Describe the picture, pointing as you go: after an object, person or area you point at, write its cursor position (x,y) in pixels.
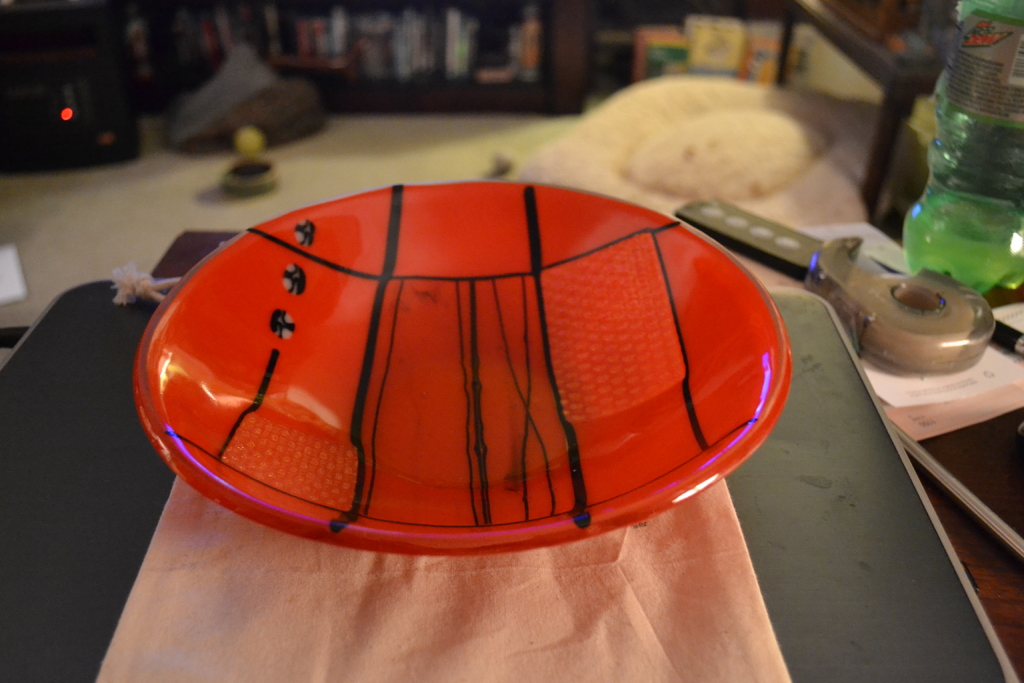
Here we can see some things (230,317) placed on table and we can see a bottle (928,219) and a plaster (920,315) also present on it and there is a book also
